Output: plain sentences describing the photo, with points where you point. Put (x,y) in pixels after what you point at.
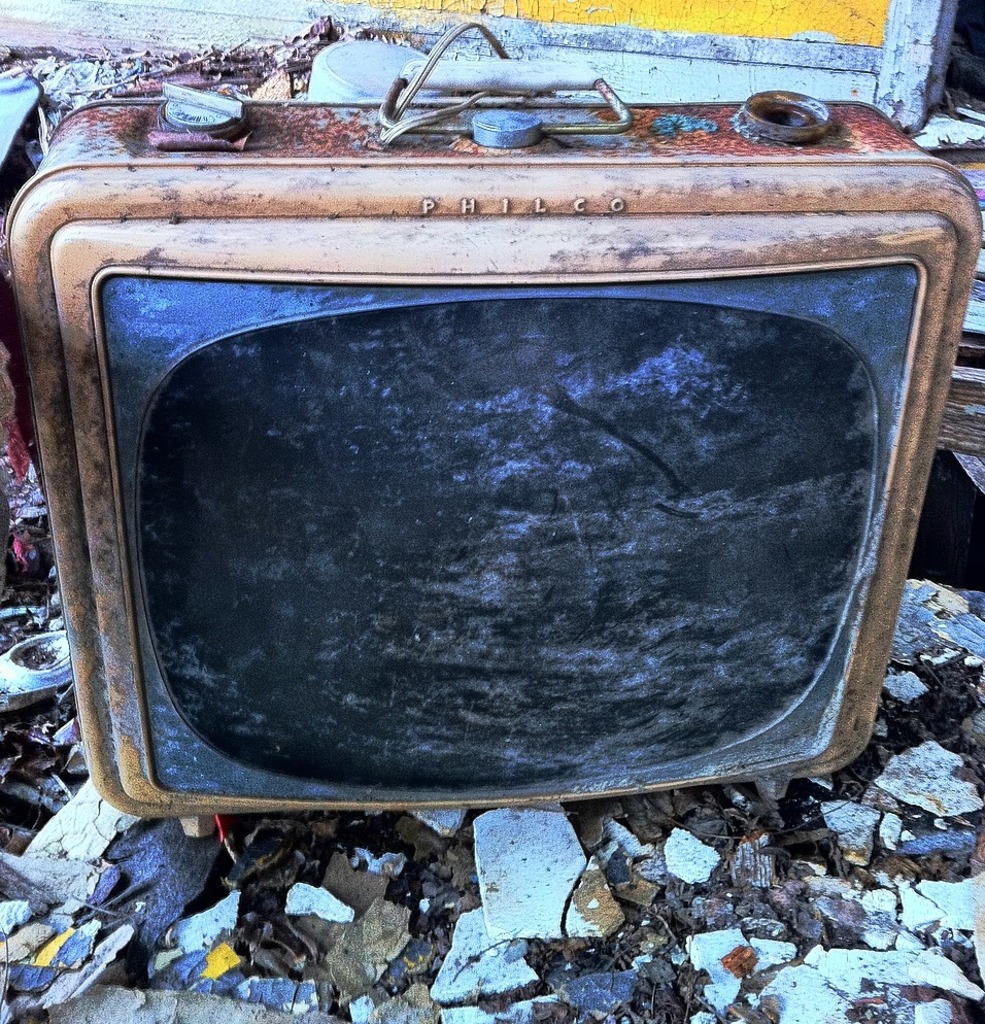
In this picture, we see an old television (597,395), which is in black and brown color. At the bottom (390,937), we see the stones (511,810). In the background (614,69), we see a wooden wall (693,63) in white and yellow color.
